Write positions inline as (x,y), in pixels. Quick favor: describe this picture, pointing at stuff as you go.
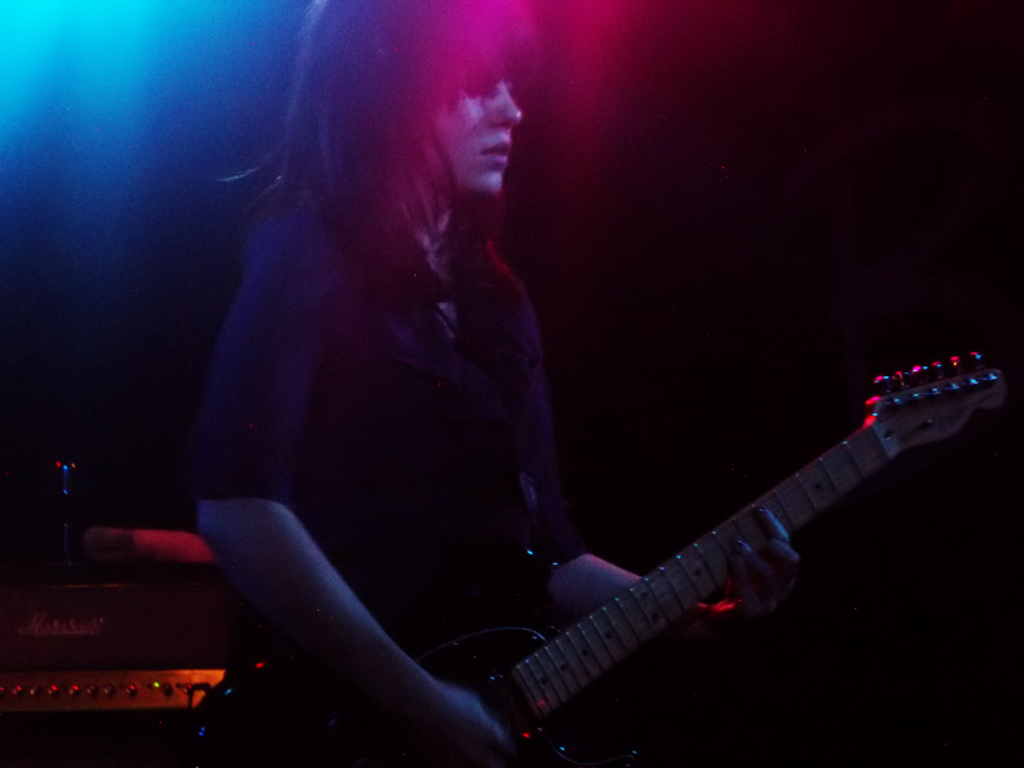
This woman (515,356) is playing guitar (556,739). Backside of this woman (428,634) there is a device (107,651). On top of the image (572,78) there is blue and pinkish color.
